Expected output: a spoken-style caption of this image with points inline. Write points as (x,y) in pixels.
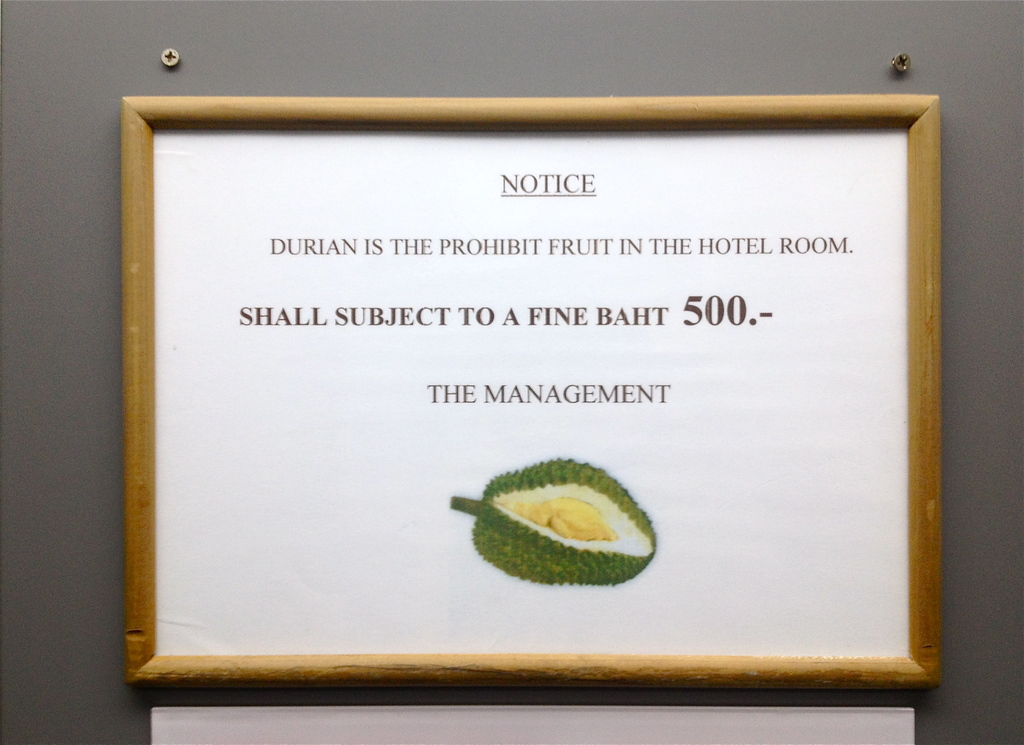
Here we can see a notice board (279,200) on this gray wall (471,56). We can see an information (512,317) on this notice board (489,471). This is a picture of durian (507,525).
